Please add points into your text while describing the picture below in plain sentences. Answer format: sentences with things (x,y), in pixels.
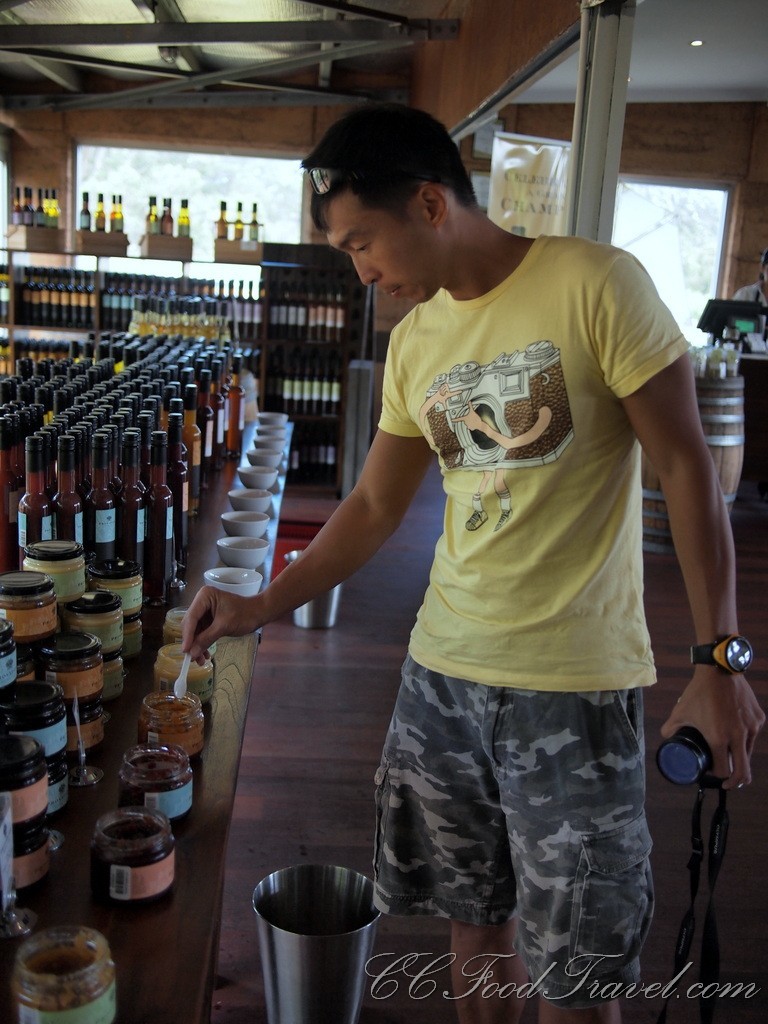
In this picture we can see a man (381,545) is standing and he is holding a camera (707,779) and a spoon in his hands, in front of him we can see jars (42,751), couple of bottles (118,476) and couple of cups (234,500) and also we can find a bucket (306,906) in front of him, in the background (737,458) we can a barrel (739,414) and a person (760,275) is standing in front of the monitor (722,326), and we can find couple of trees (193,195).
